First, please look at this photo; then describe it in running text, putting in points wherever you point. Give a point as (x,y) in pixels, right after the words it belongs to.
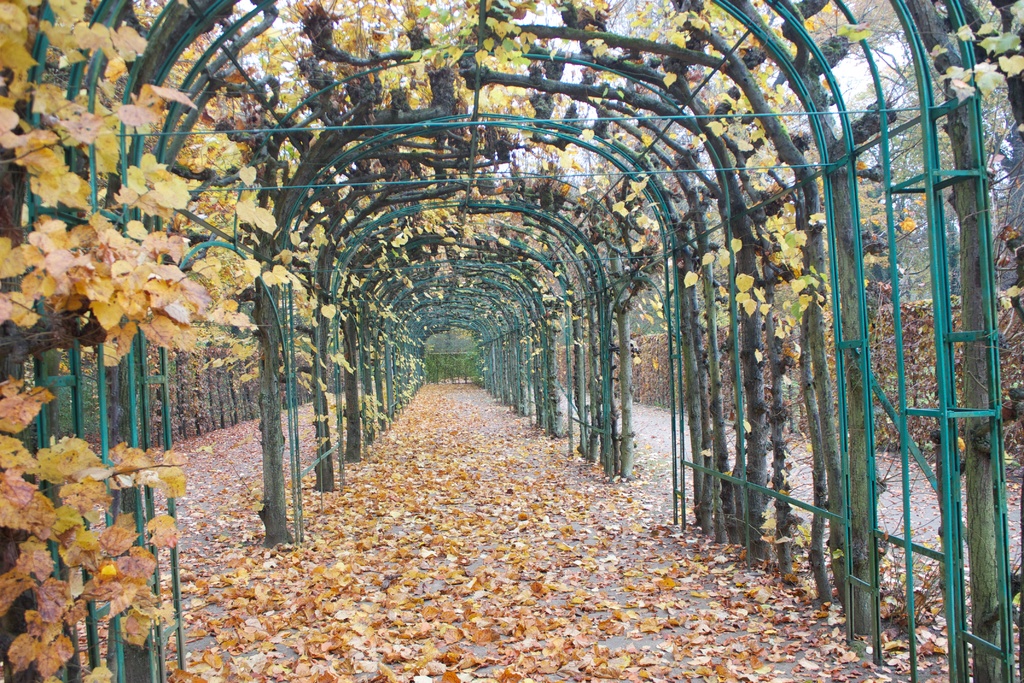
There are dry leaves (378,543), fencing (437,124) and trees (535,319).
